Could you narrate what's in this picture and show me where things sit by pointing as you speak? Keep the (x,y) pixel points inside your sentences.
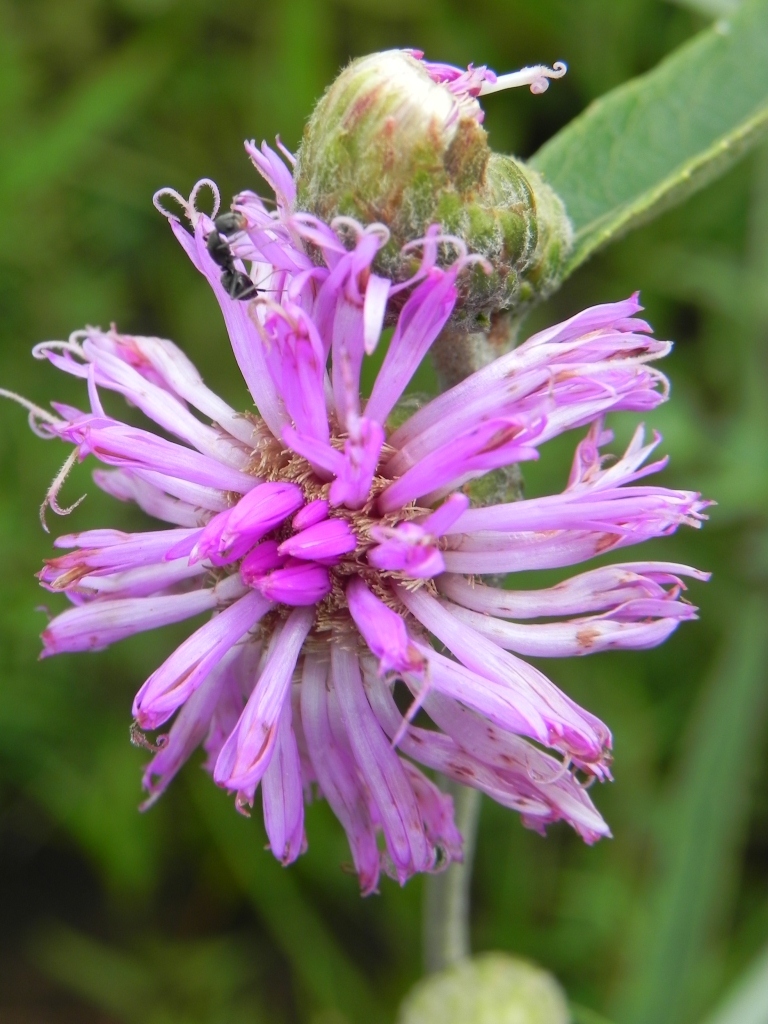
In this image there is a pink flower (348,495) in the middle (376,481). To the flower (327,491) there are so many petals (307,622). In the background (87,154) there are green leaves (83,184).
